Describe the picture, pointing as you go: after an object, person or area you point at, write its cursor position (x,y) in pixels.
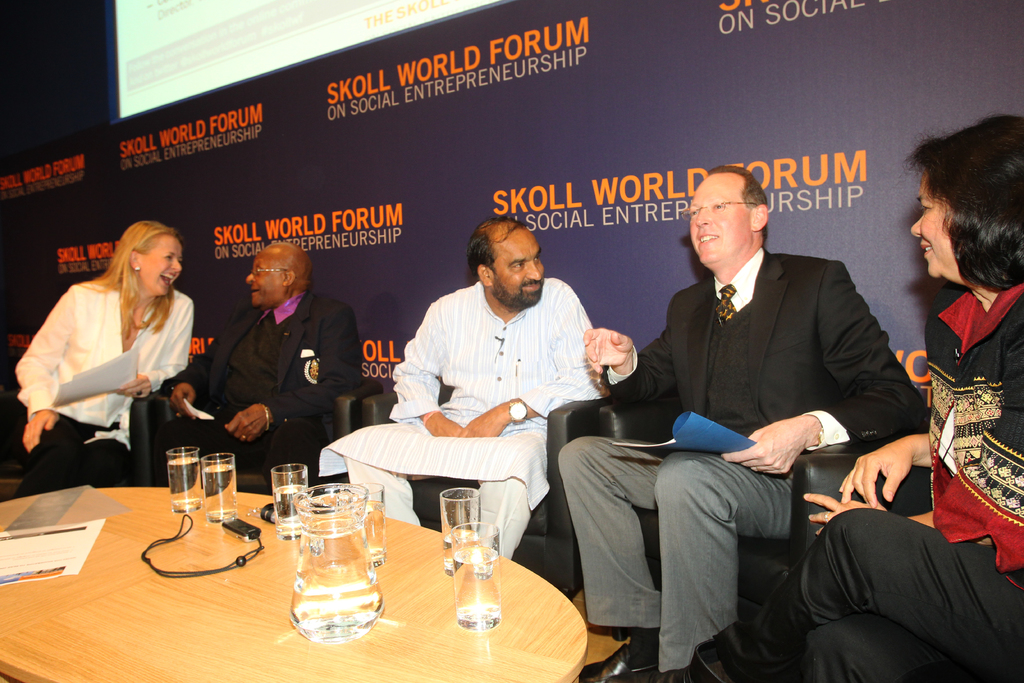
In the image we can see there are people (623,350) who are sitting on chairs (12,414) and on table (272,609) there is a water jug (313,587) and glass (469,568) which are filled with water (189,487).
